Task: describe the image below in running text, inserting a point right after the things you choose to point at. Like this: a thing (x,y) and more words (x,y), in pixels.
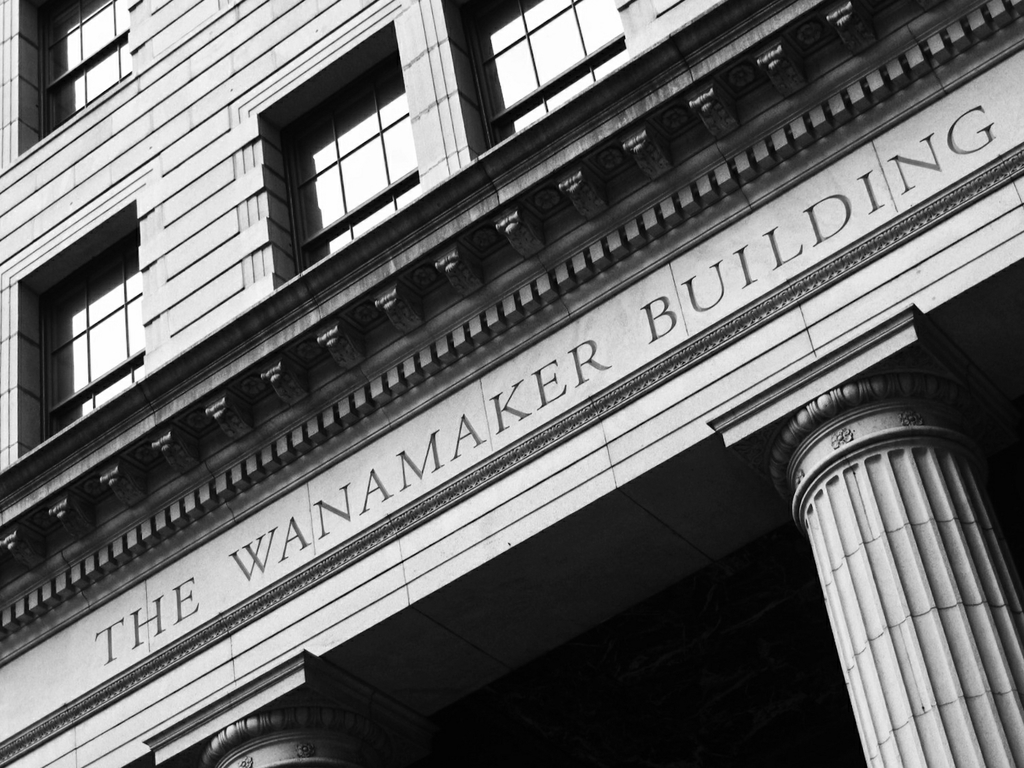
In this picture we can see the partial part of a building (300,302). We can see windows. On the right side of the picture (856,449) we can see a pillar (1011,752). We can see there is some information (873,209) on the wall of a building (545,449).
